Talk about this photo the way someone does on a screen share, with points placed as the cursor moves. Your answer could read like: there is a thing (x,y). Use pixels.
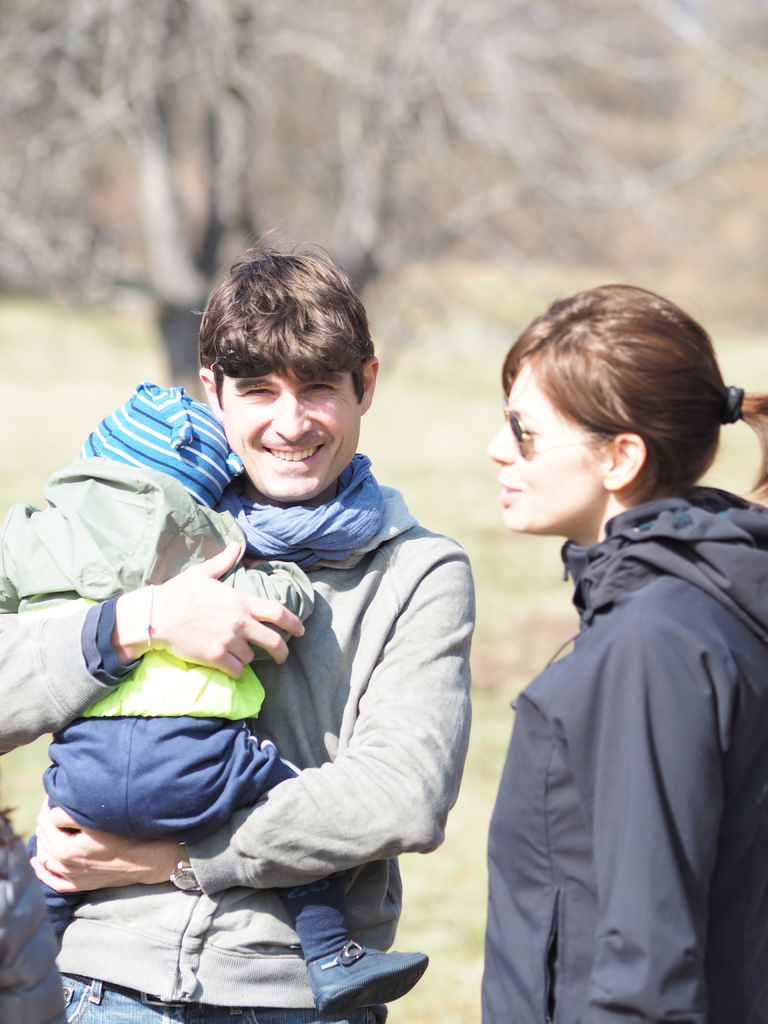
In this image I can see three people (245,950) with different color dresses (340,823). In the background (211,282) I can see the tree (208,201). I can see the background (38,426) is blurred.
